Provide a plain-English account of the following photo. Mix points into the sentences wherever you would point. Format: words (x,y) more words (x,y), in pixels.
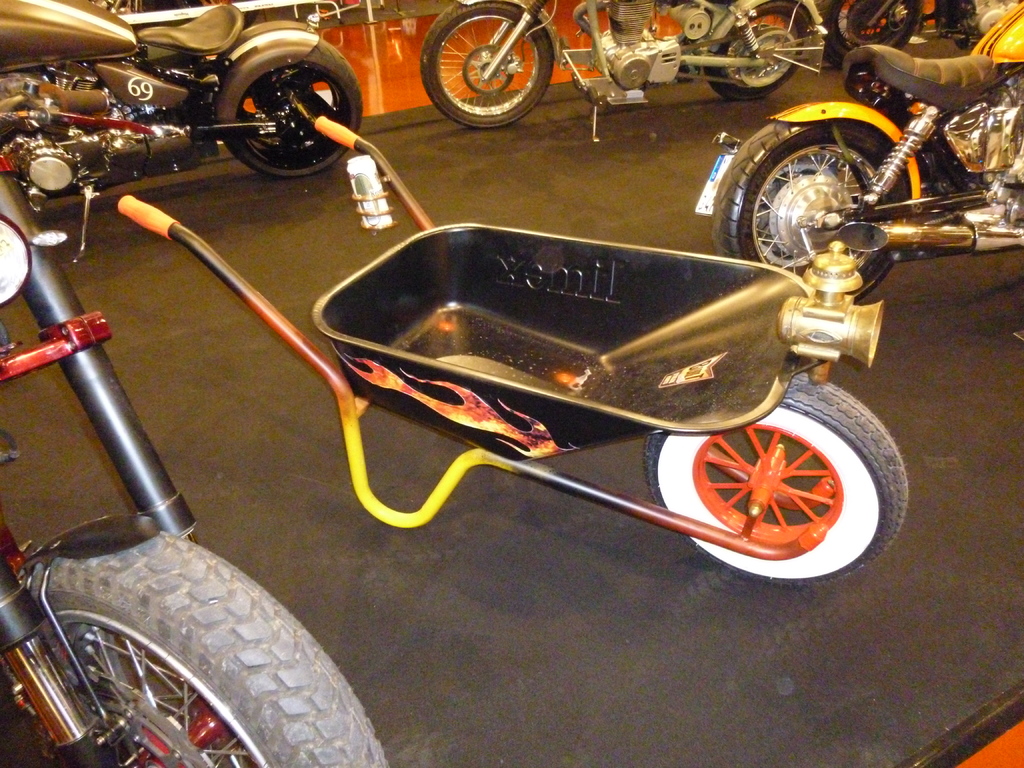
In this image we can see some motor bikes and an object (267,325), which looks like a trolley (522,339), in the background (430,59) we can see the bikes (427,87).
